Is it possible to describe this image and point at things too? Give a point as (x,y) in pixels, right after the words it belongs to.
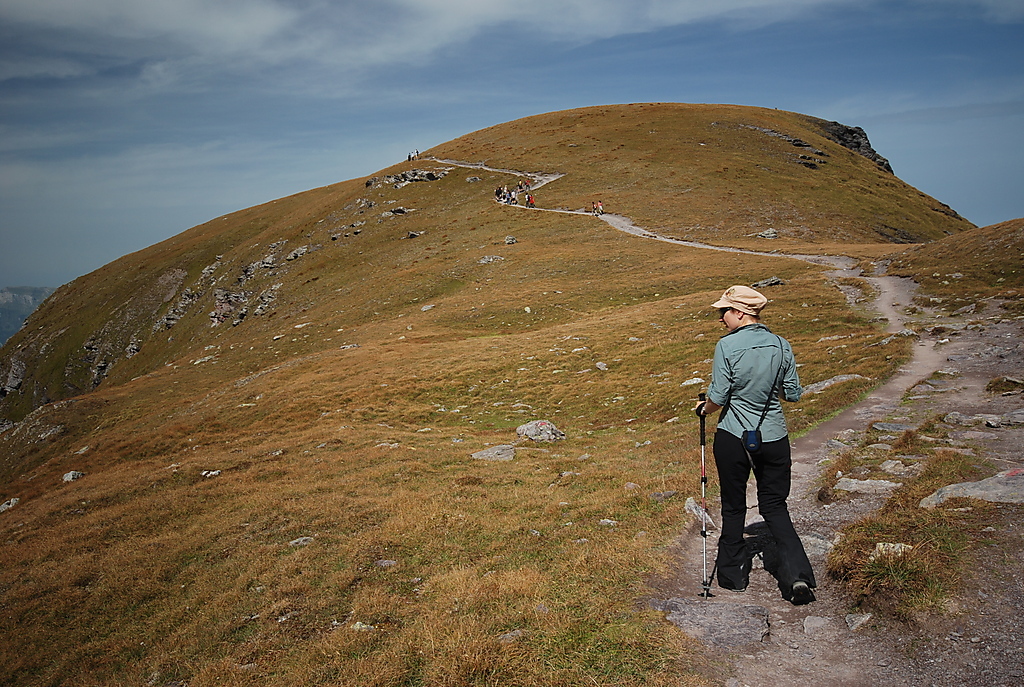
This image consists of a person (791,560) walking and holding a stick (703,461). At the bottom (407,534), there is green grass (407,425). It looks like a mountain (657,361). In the background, we can see few more persons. At the top (264,109), there are clouds (264,109) in the sky (237,110).
